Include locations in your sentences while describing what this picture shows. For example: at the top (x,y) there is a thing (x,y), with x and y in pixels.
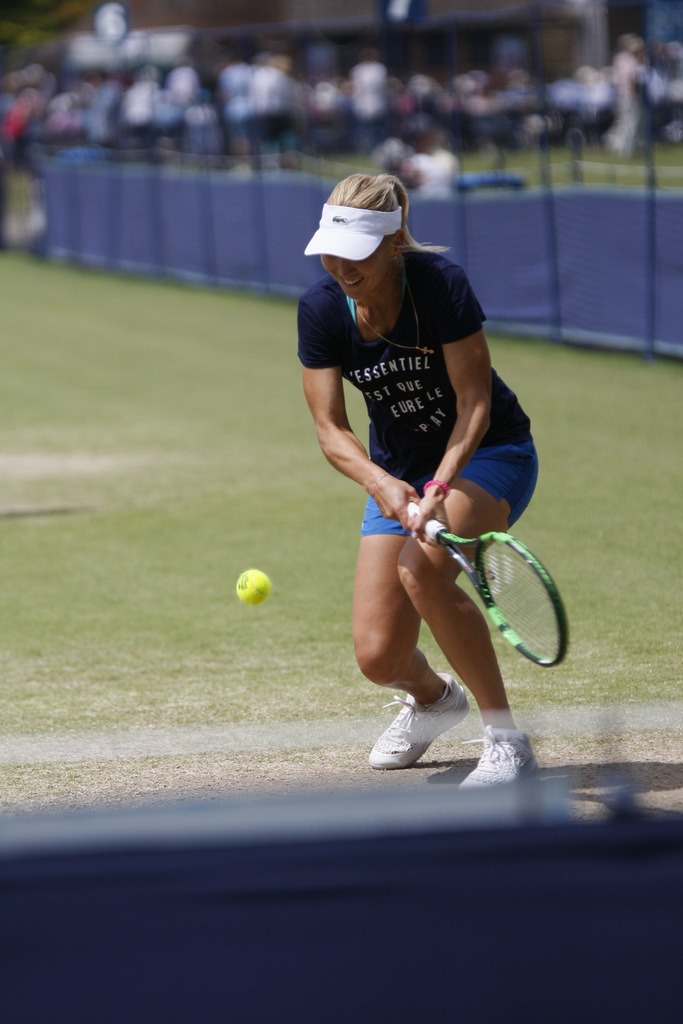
In this image I can see an open grass ground (339,559) and on it I can see a woman (391,408) is standing. I can see she is wearing a white cap (365,248), a black t-shirt (414,388), a blue shorts (490,460), white shoes (516,760) and I can see she is holding a racket (517,562). In the front of her I can see a green colour ball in the air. In the background (652,203) I can see number of poles (650,251) number of people (241,60) and I can also see this image is little bit blurry.
